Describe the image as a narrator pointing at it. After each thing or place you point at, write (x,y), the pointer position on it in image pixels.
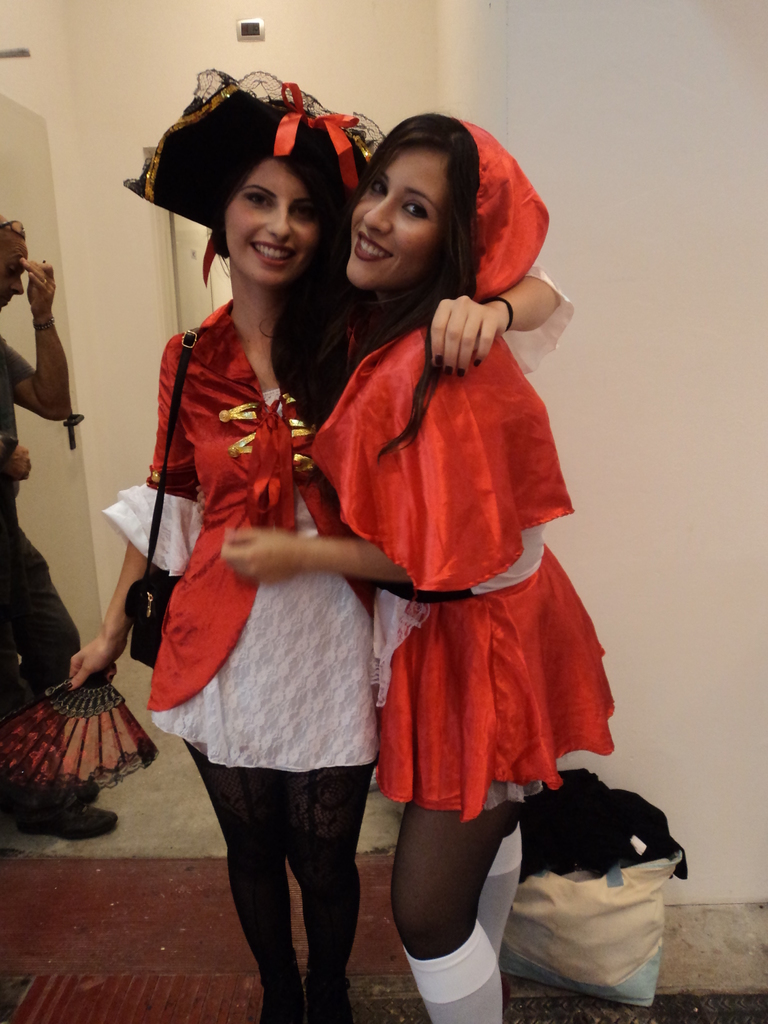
In the image we can see two women (401,530) standing, wearing clothes (405,559) and they are smiling. The left side woman (245,325) is holding hand fan (69,714) and carrying bag (131,596). Behind them there is a wall (654,345) and another person (51,393) walking. There is even a cover (586,921) and the floor (154,916).
